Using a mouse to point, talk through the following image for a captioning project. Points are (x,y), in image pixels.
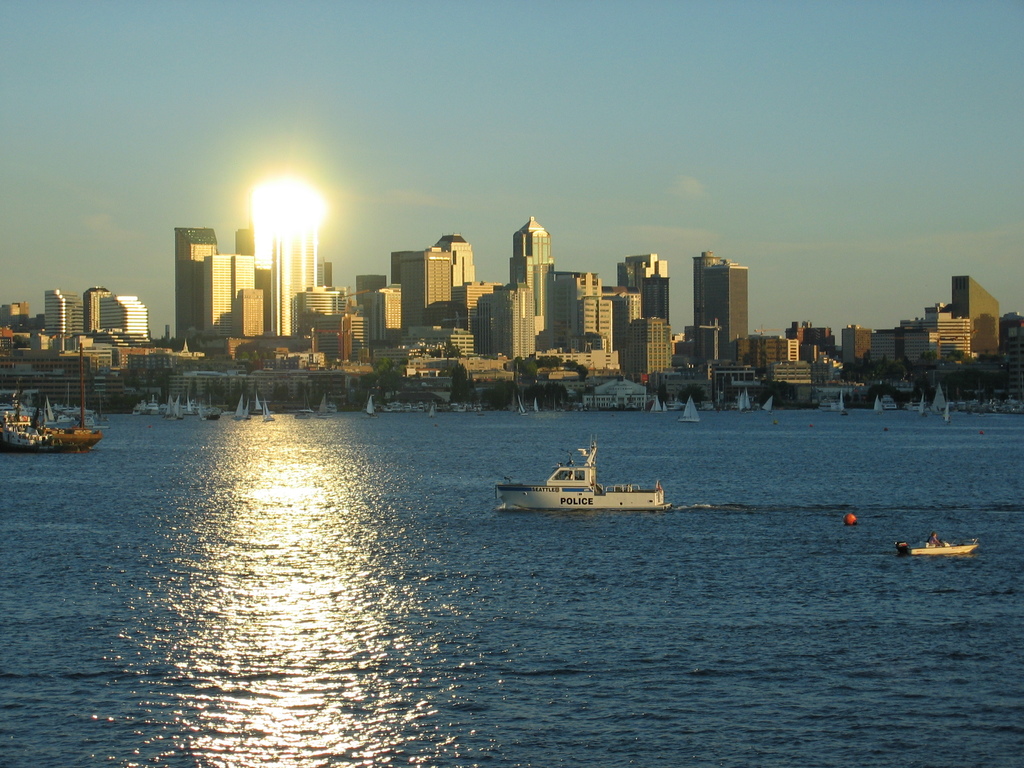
In this image we can see the boats (557,466) in the water (282,431). And we can see the many buildings (538,306). And we can see some light reflections (257,245). And we can see the clouds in the sky (789,143).
